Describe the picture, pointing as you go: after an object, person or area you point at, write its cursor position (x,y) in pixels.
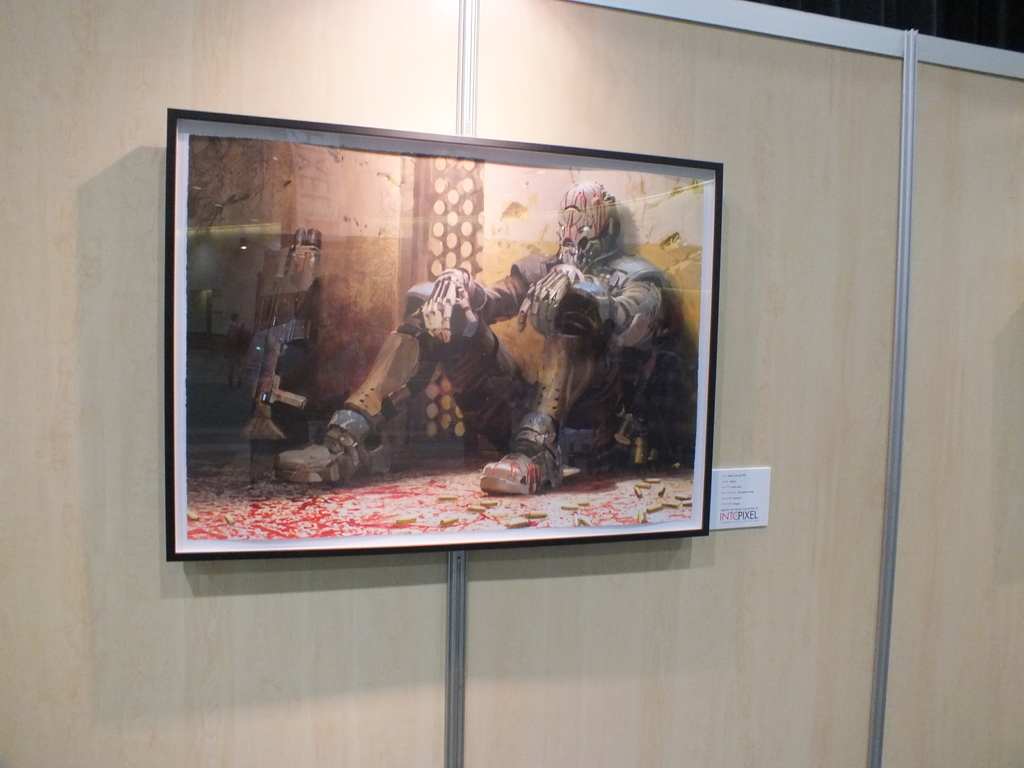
In this image we can see a photo frame (515,541) attached to the wooden wall (850,610) on which we can see a person (406,382) wear different costume (552,373) is sitting on floor (618,492) and here we can see a weapon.
